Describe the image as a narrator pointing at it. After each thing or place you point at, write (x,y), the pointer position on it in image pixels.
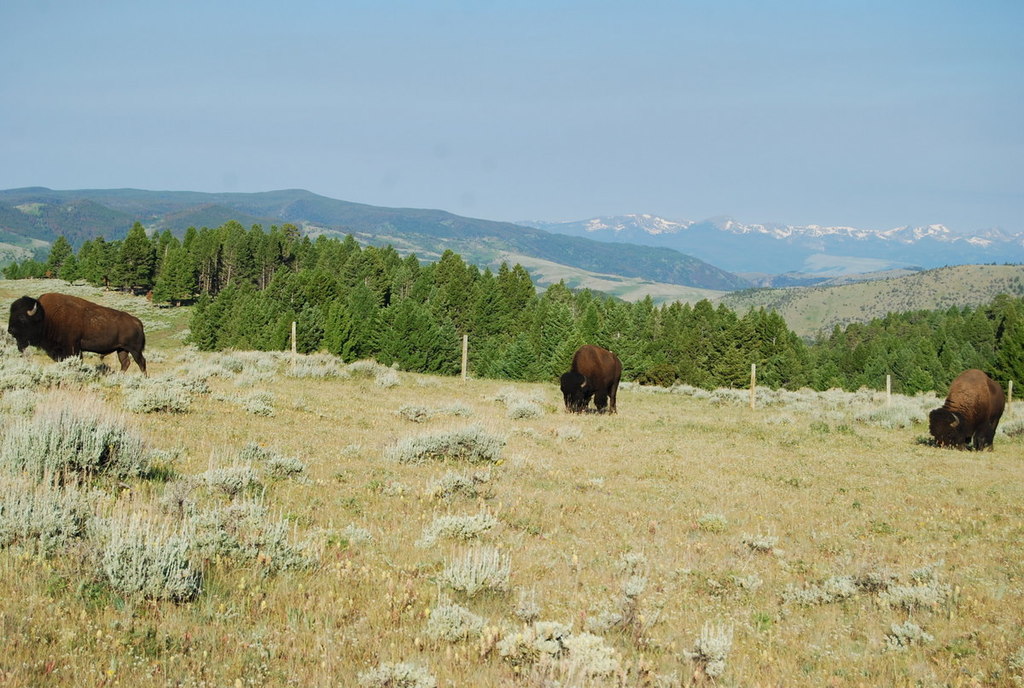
In the foreground (342,437), I can see three animals (947,436) on grass (561,454) and a fence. In the background (757,376), I can see trees (639,373), mountains (564,225) and the sky (678,109). This picture might be taken in a day.
